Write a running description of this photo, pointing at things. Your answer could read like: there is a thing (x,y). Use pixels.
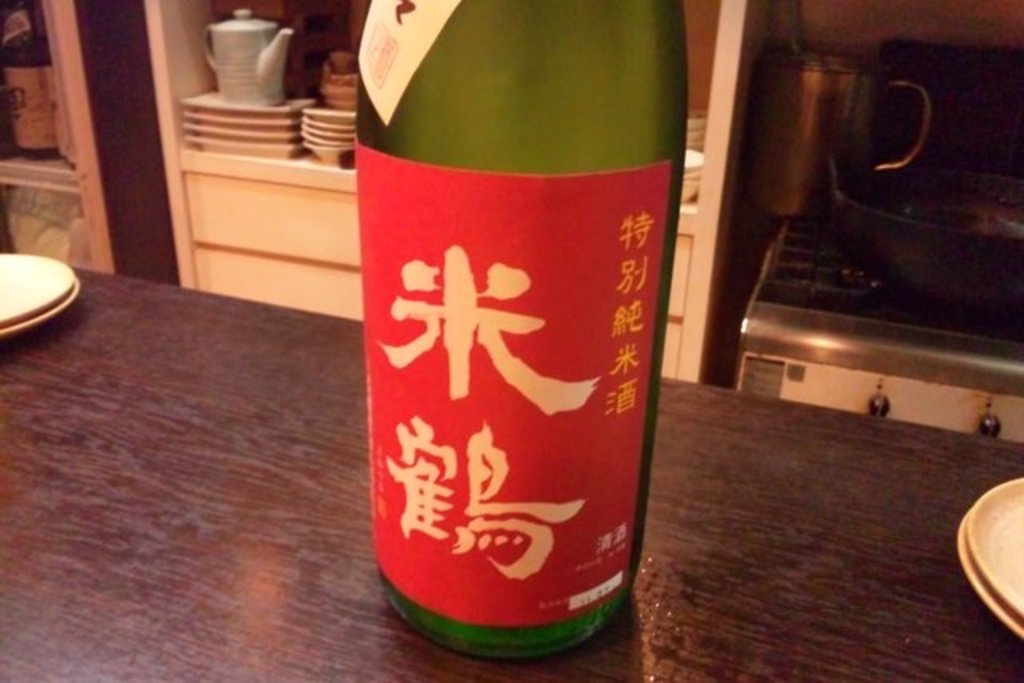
In this picture, we see the glass bottle (528,255) and the plates (38,303) are placed on the brown table (172,515). Behind that, we see a gas stove (806,366) on which pan (876,213) is placed. Beside that, we see a cupboard (284,166) in which plates (236,124), kettle (224,89) and bowls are placed.
